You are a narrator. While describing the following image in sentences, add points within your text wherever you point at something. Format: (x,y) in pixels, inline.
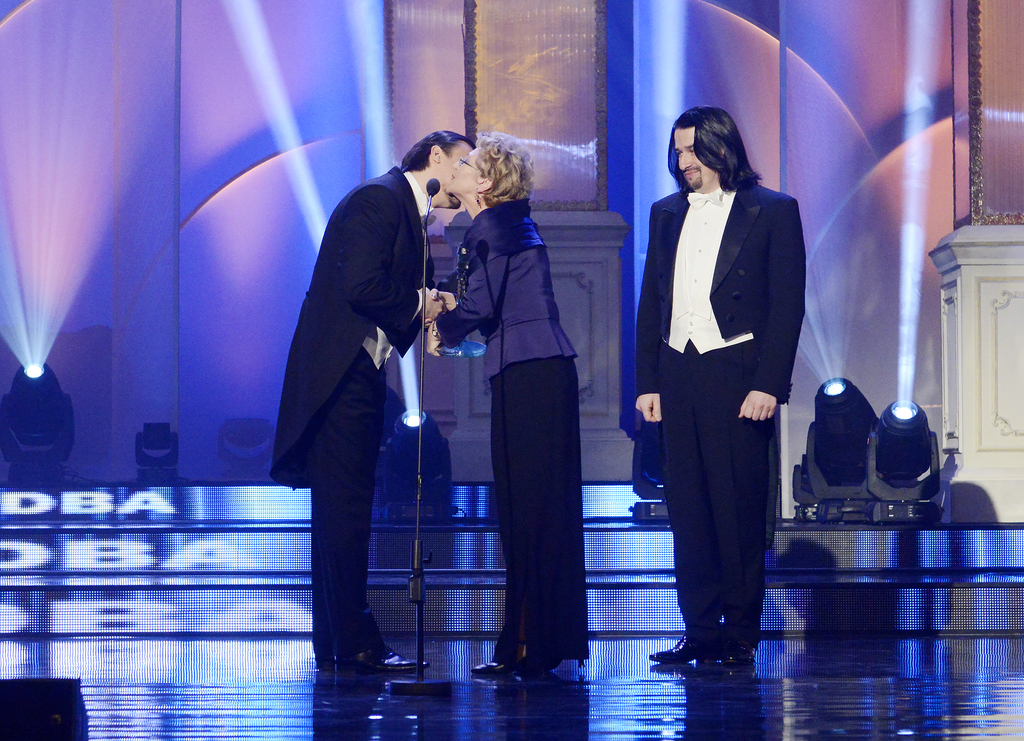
Here I can see two men (640,374) and a woman (493,303) are standing on the stage (266,680). The woman (446,325) is holding an object (461,354) in the hand (451,304). In front of these people (433,280) there is a mike stand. In the background (912,460) there are few lights (39,477) placed on the stage (63,502).
